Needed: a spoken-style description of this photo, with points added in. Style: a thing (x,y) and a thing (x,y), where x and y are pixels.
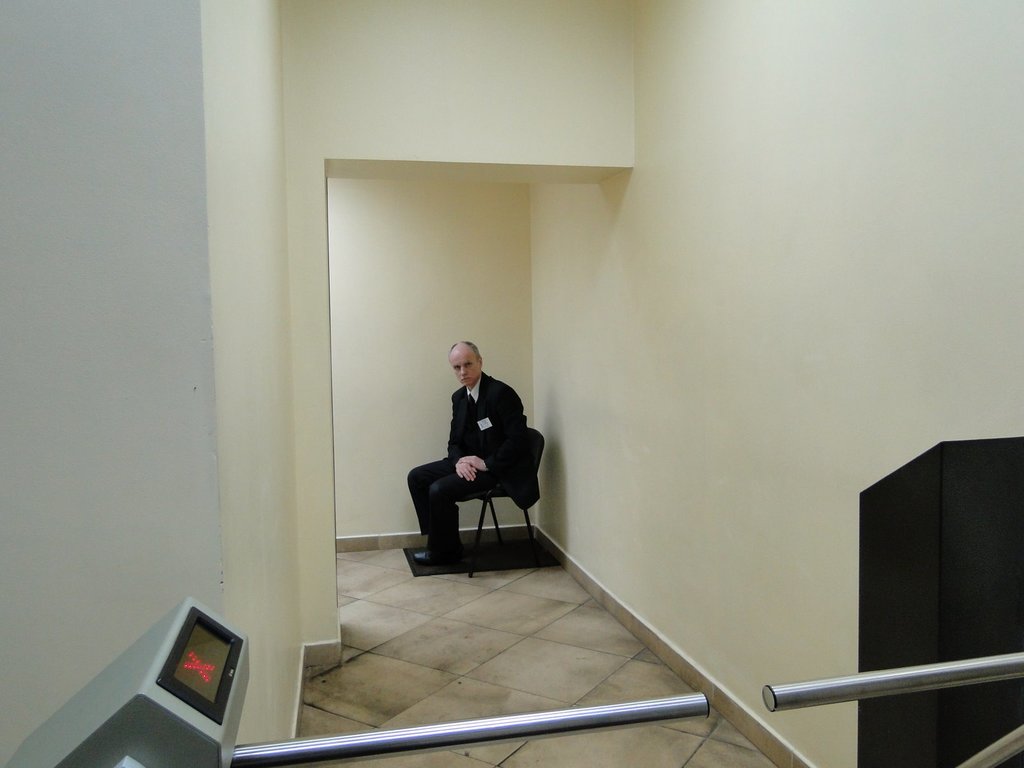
At the bottom of the image (178,744) we can see one machine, rods (939,667) and one black color object (916,611). In the background (655,468) there is a wall (546,329), mat (533,551) and one person (452,442) is sitting on the chair (529,536).
